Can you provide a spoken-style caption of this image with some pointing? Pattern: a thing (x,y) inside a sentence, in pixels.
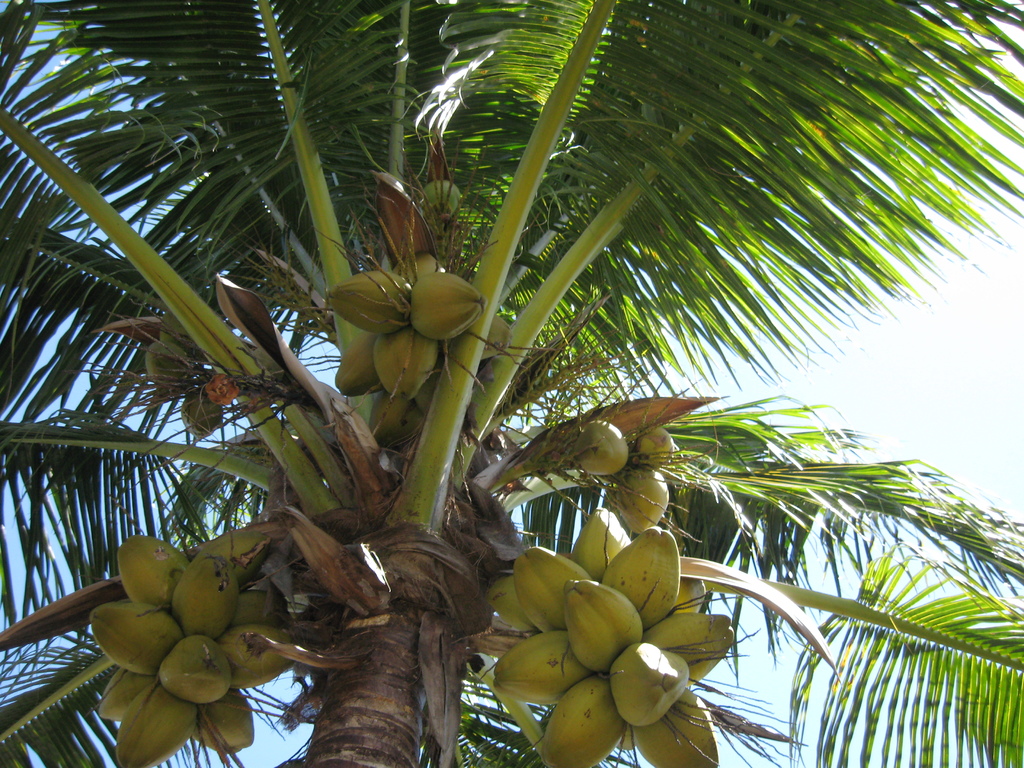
In this image there is a coconut tree (393,700) in the middle (435,410). To that there are so many coconuts (385,399).
